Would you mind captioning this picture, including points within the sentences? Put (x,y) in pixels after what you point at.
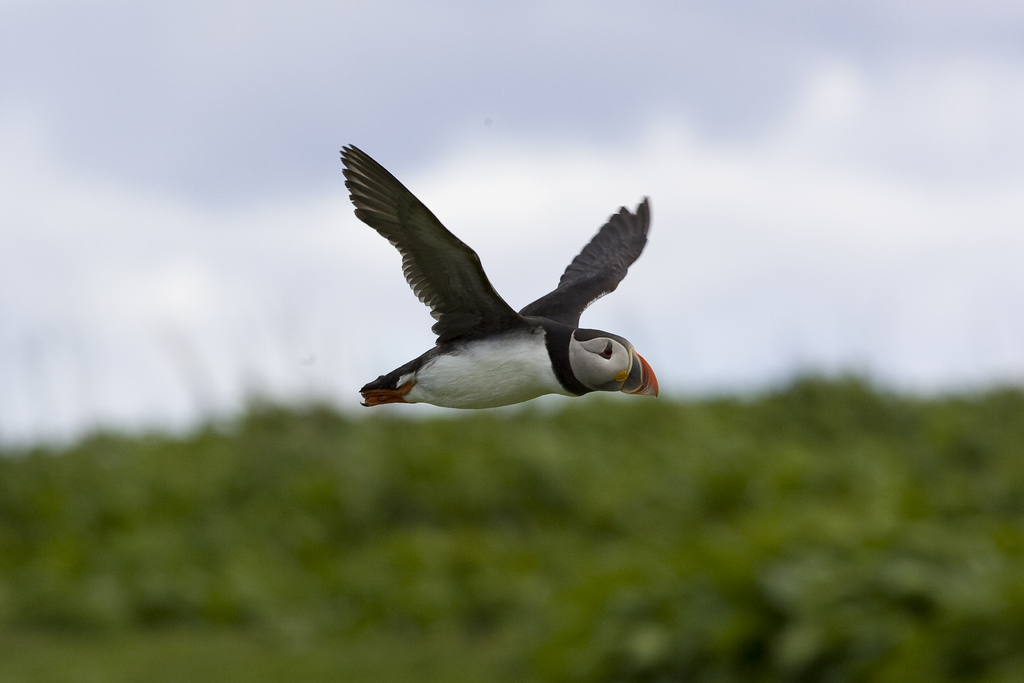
In the foreground of this image (477,354), there is a bird (532,341) flying in the air (216,204). On the bottom (639,486), there is greenery (824,490) and on the top (527,99), there is the sky (240,155) and the cloud (191,235).
